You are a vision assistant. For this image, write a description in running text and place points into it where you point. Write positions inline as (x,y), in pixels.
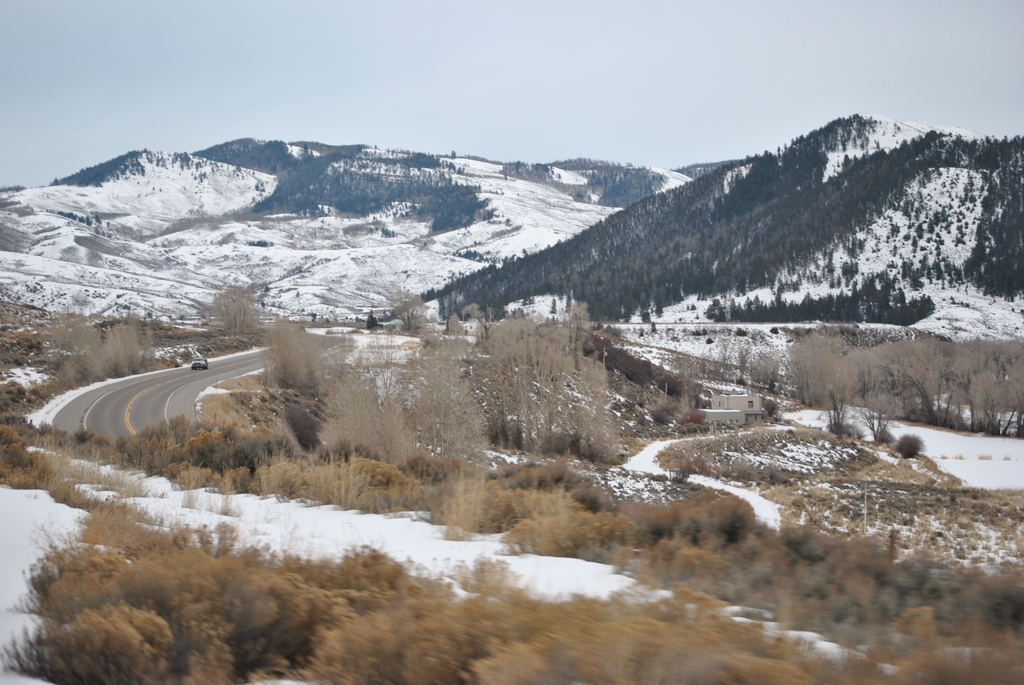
In this image we can see there is a vehicle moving on the road (216,364), trees (318,408), mountains (534,246) and snow (289,231). In the background (716,21) there is the sky (784,38).
